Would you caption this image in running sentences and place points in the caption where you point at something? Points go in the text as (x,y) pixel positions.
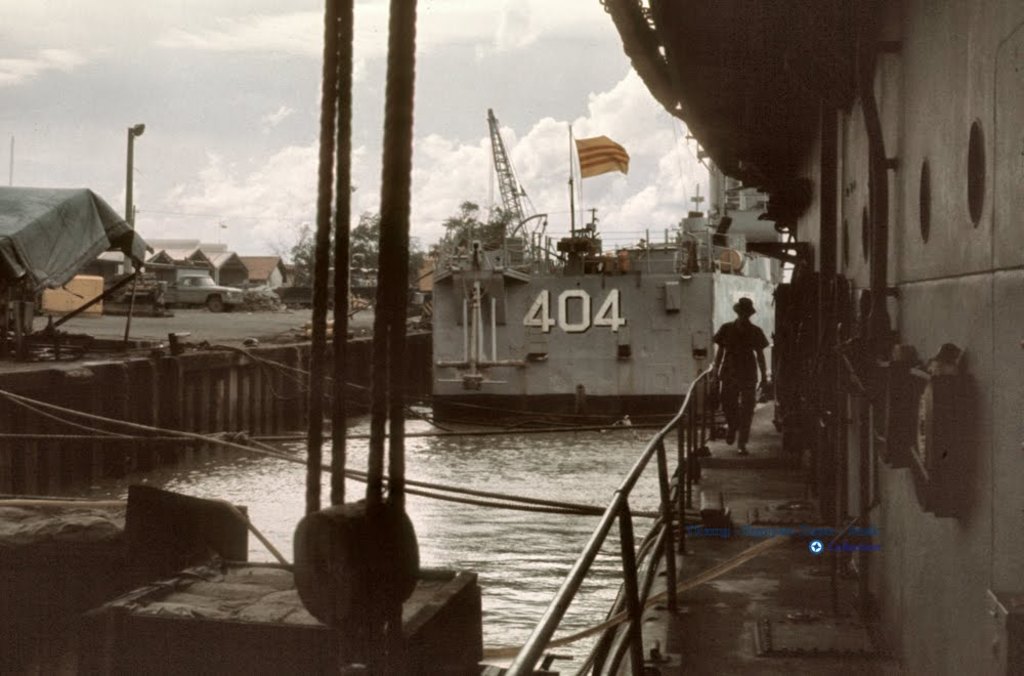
This is water (515,524) and there is a person (760,350). Here we can see a vehicle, flag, poles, trees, and a ship (607,290). In the background (470,132) there is sky (486,111).
